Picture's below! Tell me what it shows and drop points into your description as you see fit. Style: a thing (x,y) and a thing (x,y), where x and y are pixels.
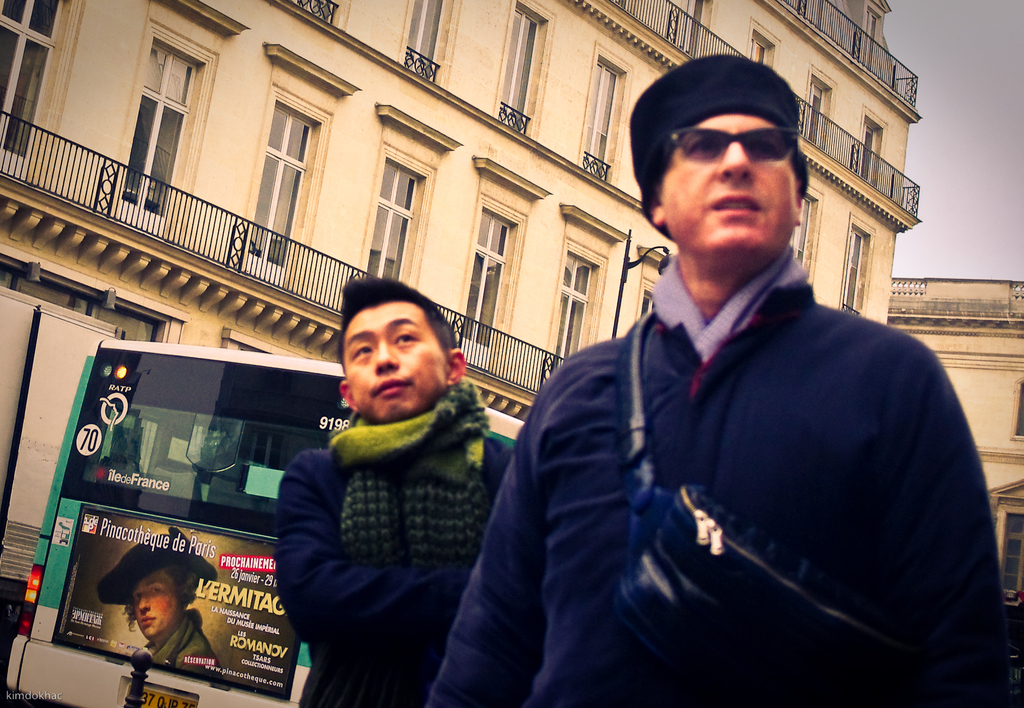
In the foreground of the image (367,673) there are two people (595,465). There is a bus (144,539) with a poster (143,612) on it. In the background of the image (268,283) there are buildings (815,221) with windows (696,3) and railing (675,35). At the top of the image (960,36) there is sky (941,36).
